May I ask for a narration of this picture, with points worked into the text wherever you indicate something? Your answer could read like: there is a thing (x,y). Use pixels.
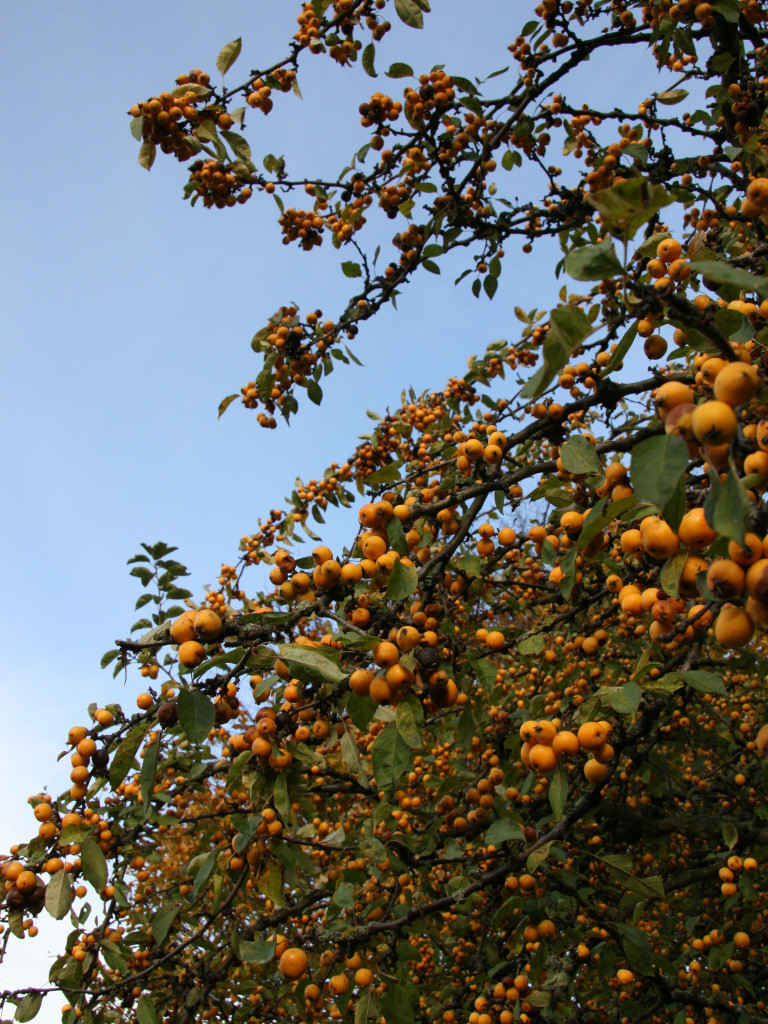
In this image, we can see a branch (466,513) contains leaves (562,799) and fruits (446,519). In the background of the image (161,510), there is a sky (153,444).
